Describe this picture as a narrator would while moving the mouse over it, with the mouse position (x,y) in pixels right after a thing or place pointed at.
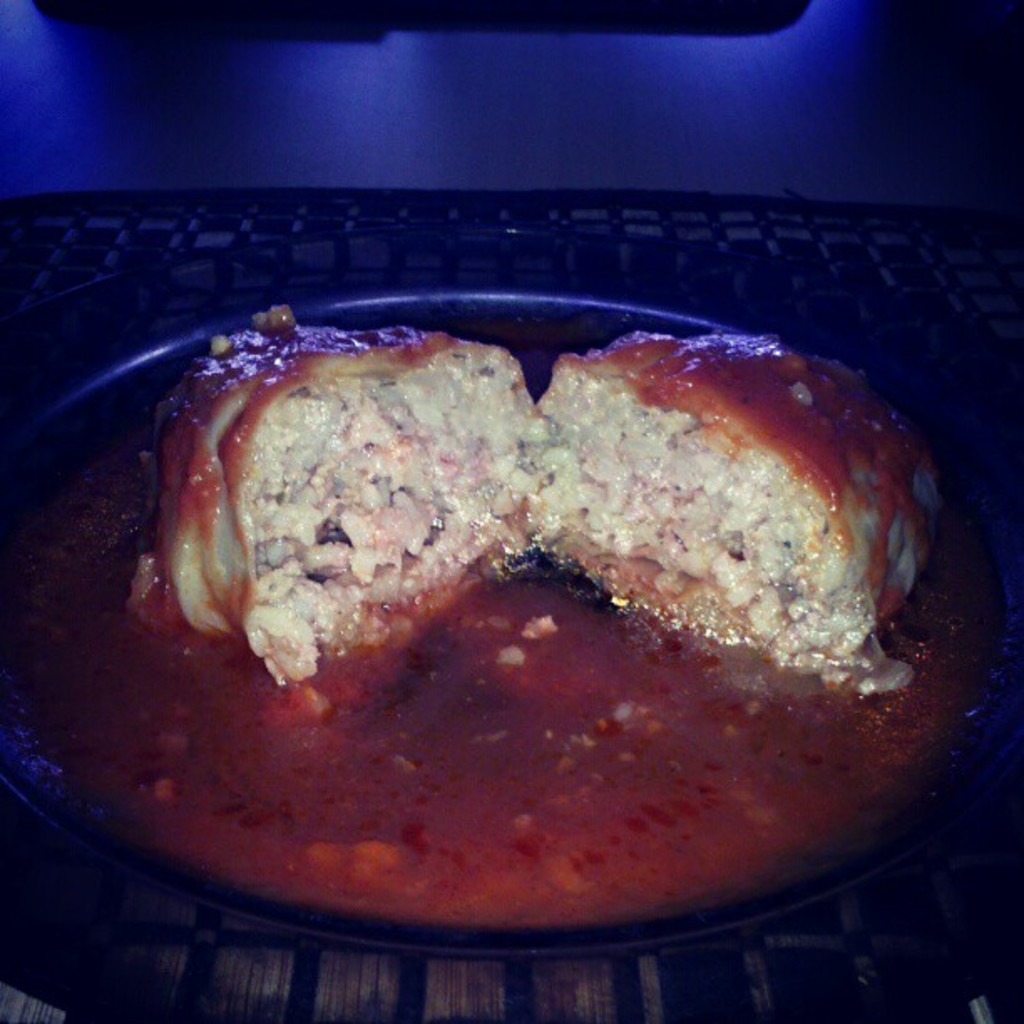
This is a food item (621,545) in a plate (527,738).
